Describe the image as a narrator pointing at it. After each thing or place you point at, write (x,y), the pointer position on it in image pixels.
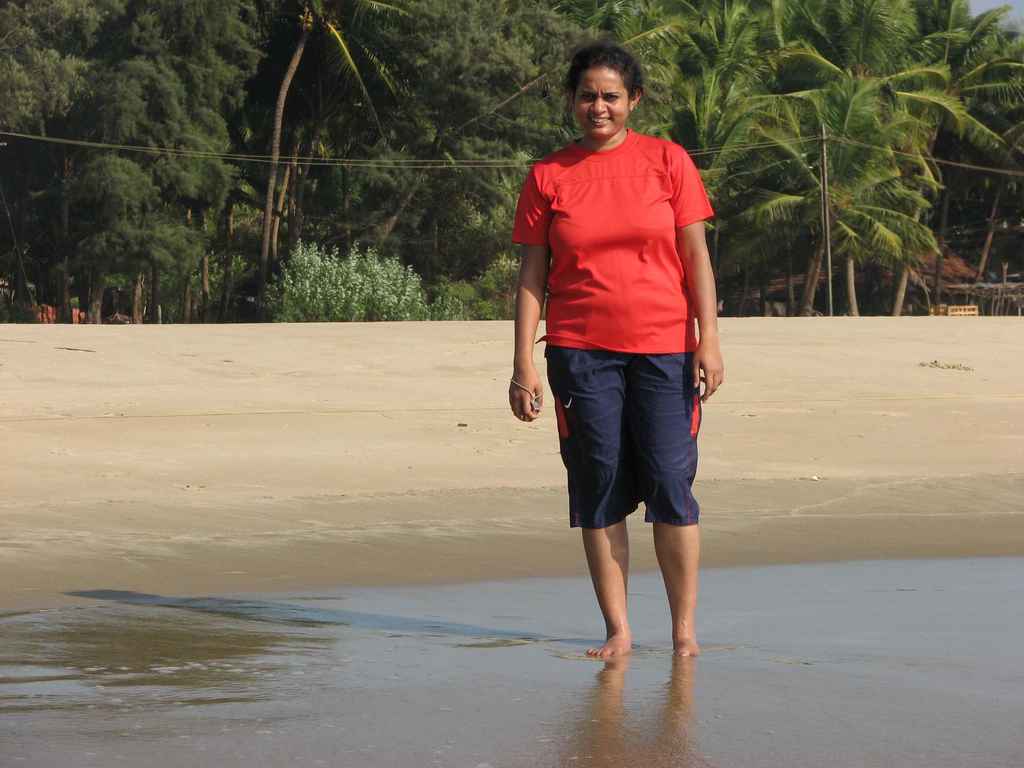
In this image a woman (634,380) standing on the land (609,683) having some water (598,674). Woman (605,378) is wearing red shirt (605,215). Behind her there are few plants (328,286) and trees (468,74).
